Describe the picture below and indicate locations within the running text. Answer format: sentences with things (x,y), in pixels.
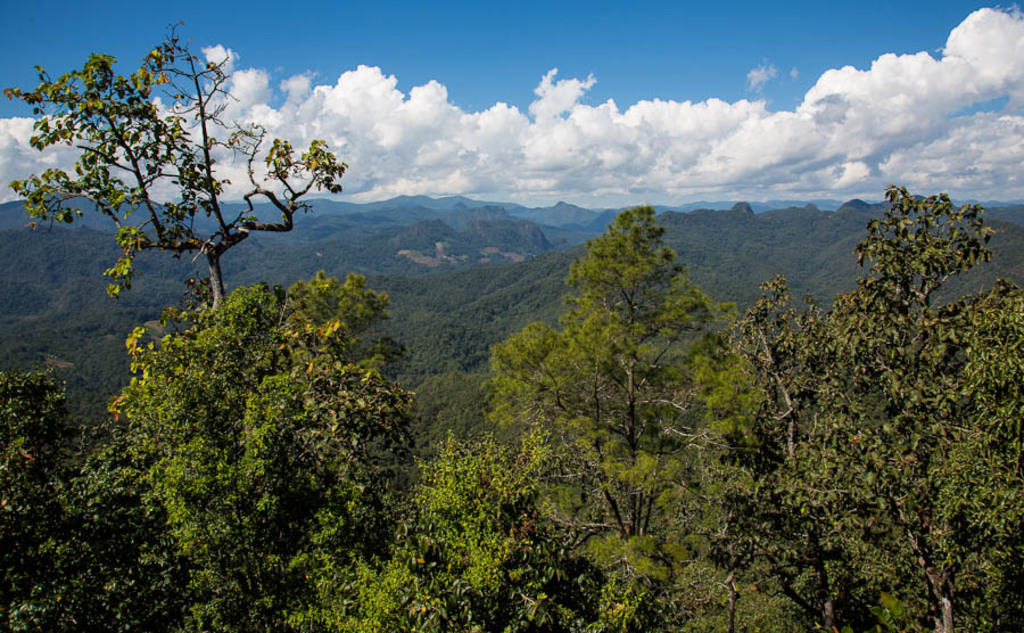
In this image in the front (316,340) there are trees (586,392). In the background (504,232) there are mountains (471,221) and trees (449,323) and the sky (698,117) is cloudy.
